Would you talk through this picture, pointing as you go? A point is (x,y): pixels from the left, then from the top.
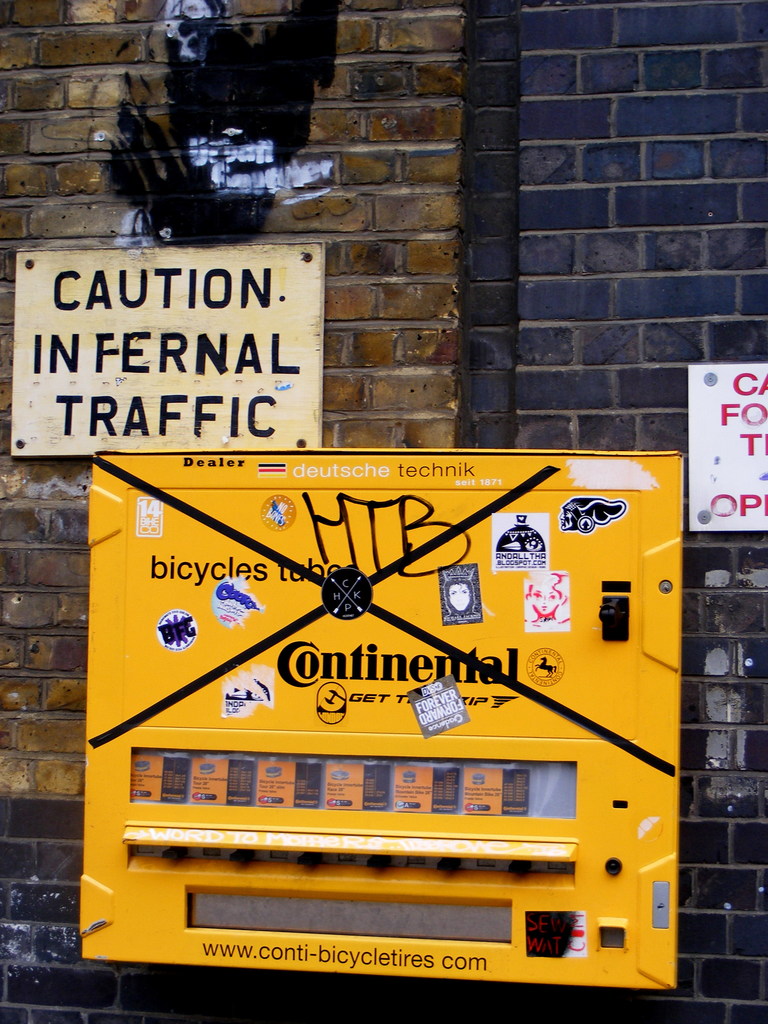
In this image I can see the machine (274,749) in yellow color, background (430,395) I can see few boards (123,302) attached to the wall (536,149) and the wall (430,233) is in brown and black color.
